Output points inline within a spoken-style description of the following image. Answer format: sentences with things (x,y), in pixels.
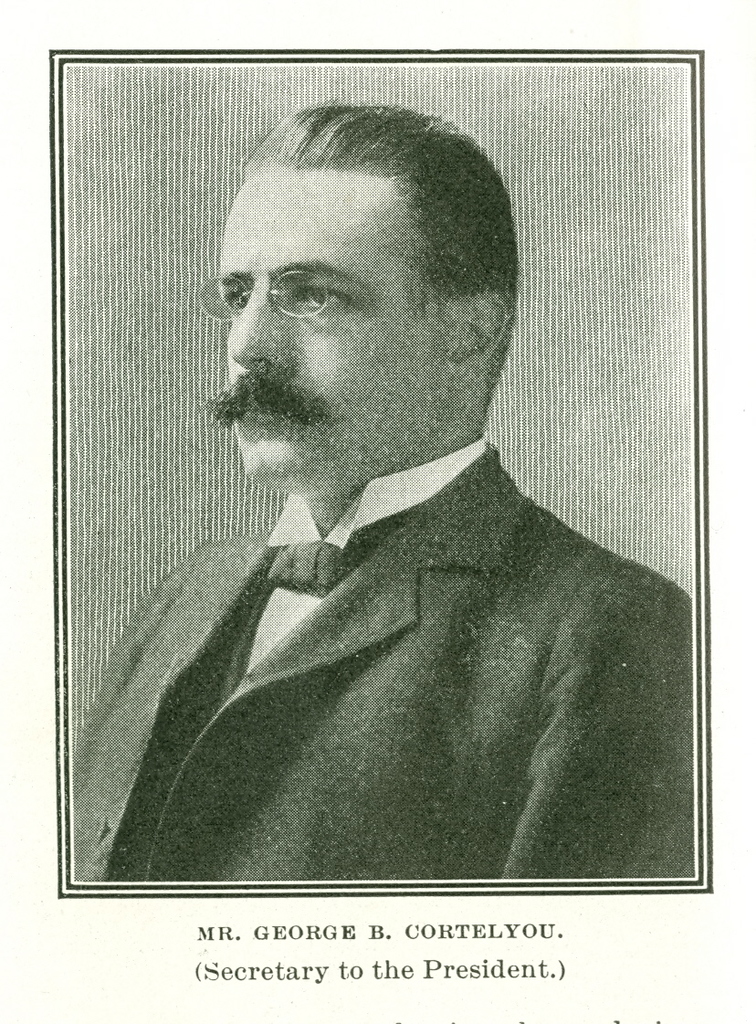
In this image we can see a photograph (461,67) of a man (327,500). He is wearing a jacket (356,664). At the bottom (211,978) there is text (306,957).
